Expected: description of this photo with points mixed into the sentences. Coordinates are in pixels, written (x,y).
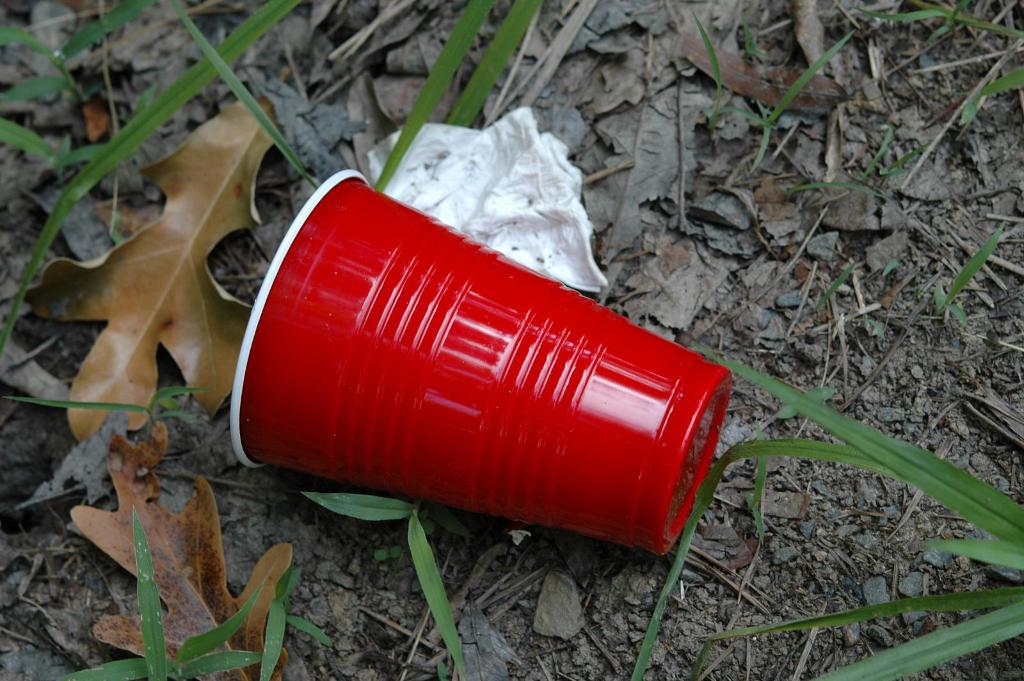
In this picture we can see a glass (453,399) and tissue paper (527,225), at the bottom (133,520) there are some leaves (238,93).
